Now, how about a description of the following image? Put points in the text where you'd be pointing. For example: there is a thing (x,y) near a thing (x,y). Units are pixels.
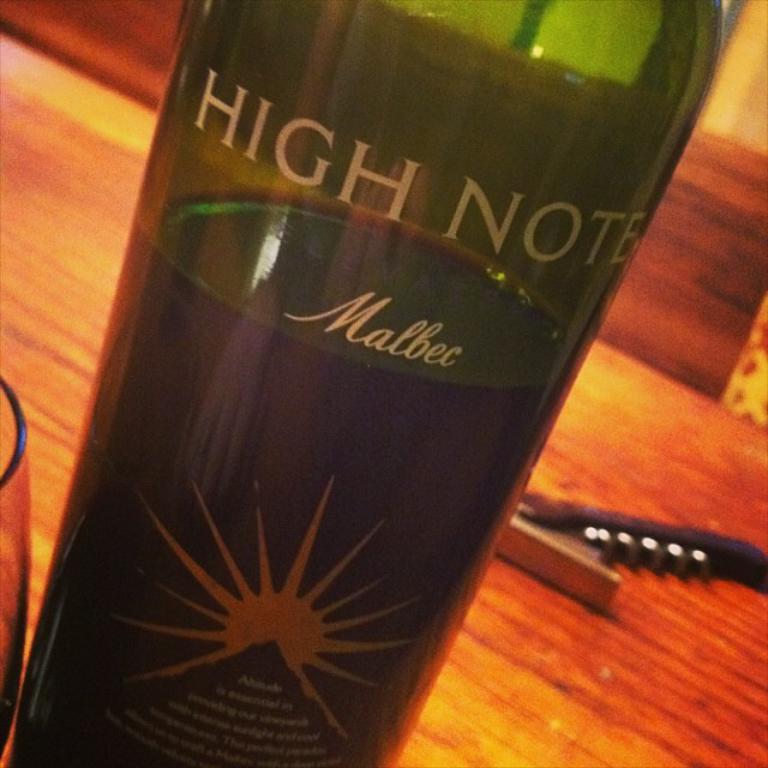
A wine bottle (266,604) is on a table (67,328).
